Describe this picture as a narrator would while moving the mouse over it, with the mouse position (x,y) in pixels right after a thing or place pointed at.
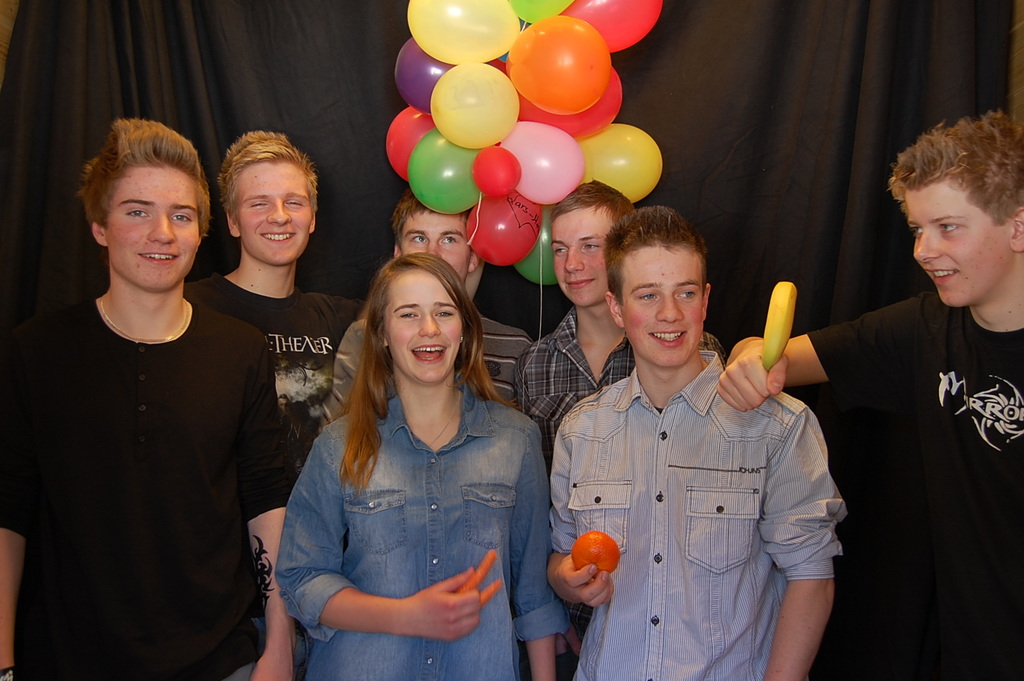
In this picture we can see a group of people (425,438) standing and smiling and three people (978,333) holding some objects (790,327) with their hands (454,578) and at the back of them we can see balloons (430,111), black cloth (290,116).
